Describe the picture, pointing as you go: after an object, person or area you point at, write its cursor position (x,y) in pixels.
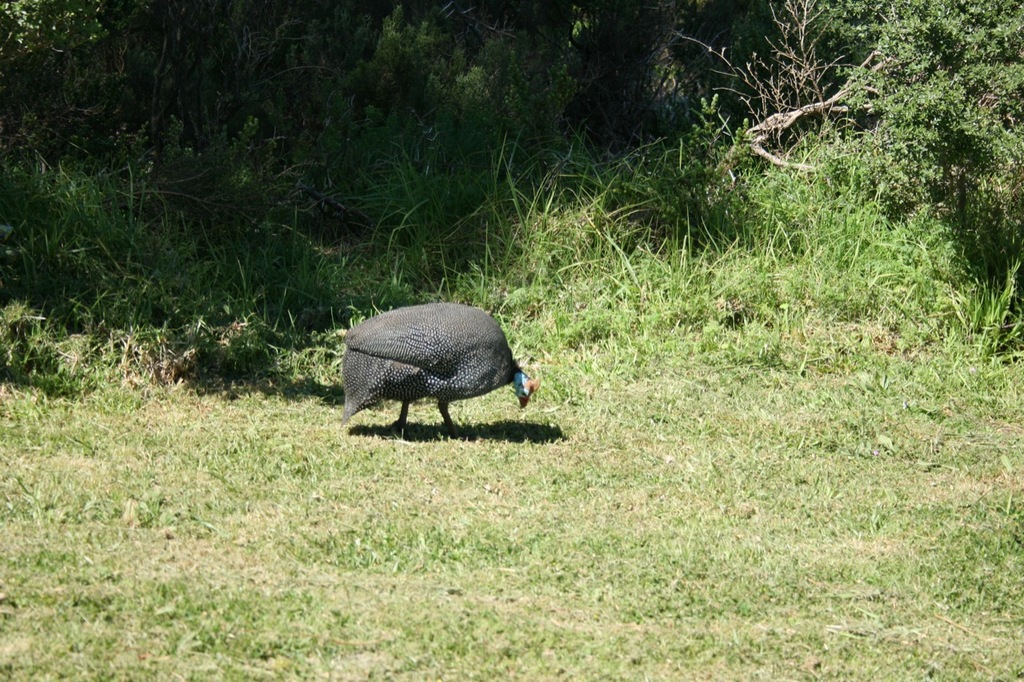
In this picture there is a bird (416,373) standing. At the back (380,109) there are trees (699,122). At the bottom (751,504) there is grass (464,556).
